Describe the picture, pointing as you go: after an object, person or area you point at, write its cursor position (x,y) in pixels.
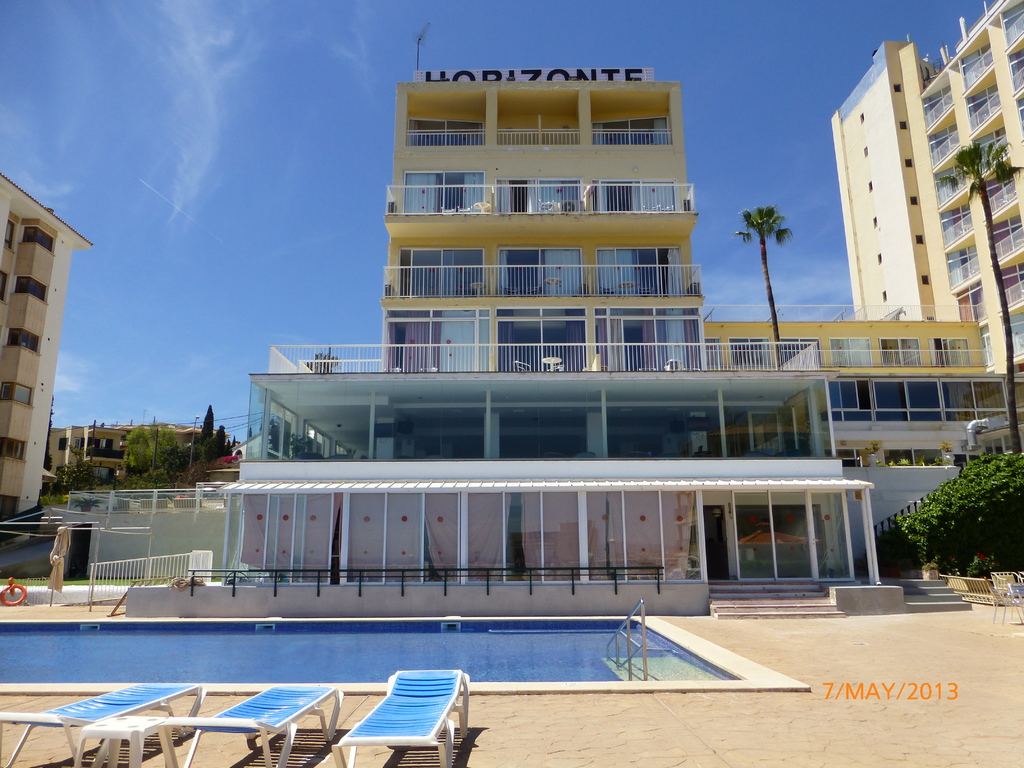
In the picture I can see a building (502,372) and there is a swimming pool (394,637) and some other objects (391,742) in front of it and there are trees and a building (1020,253) on either sides of it and there is something written in the right bottom corner (888,700).
